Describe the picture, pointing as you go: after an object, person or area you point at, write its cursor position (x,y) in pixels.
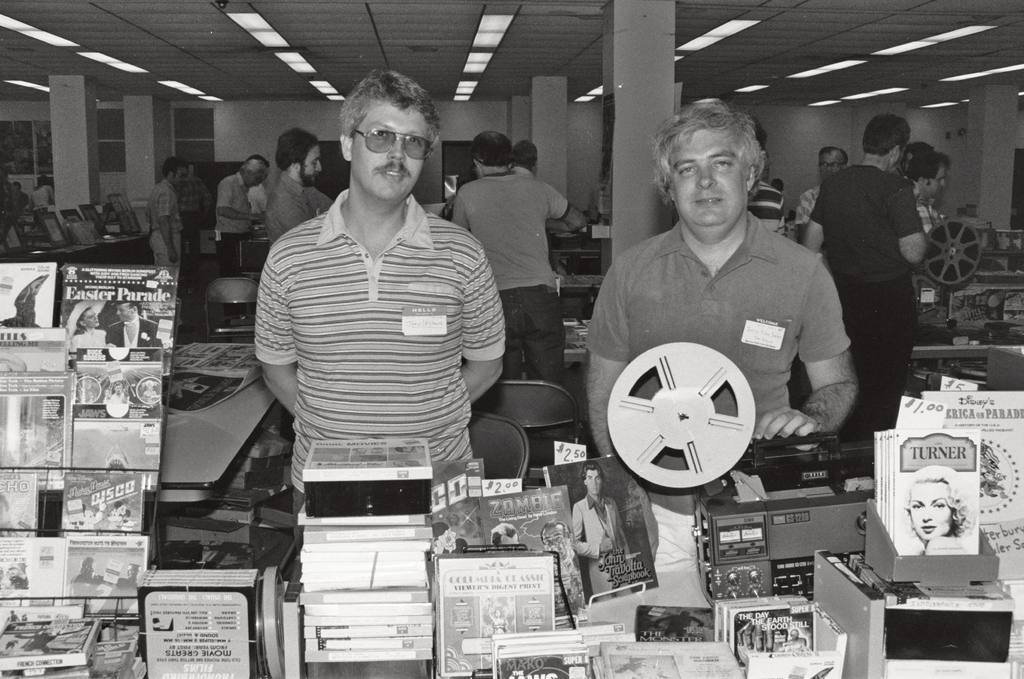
At the bottom of the image (381,551) there are many books (515,625) and also there is a tape recorder (731,559). On the left side of the image (135,384) there is a stand (93,598) with few books (117,410) in it. In the image there are few men (357,103) standing. In the background (644,172) there are tables (202,439), chairs (233,293), pillars (604,138) and on the right side of the image (970,246) there is a machine (959,255). At the top of the image (111,47) there is a ceiling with lights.
